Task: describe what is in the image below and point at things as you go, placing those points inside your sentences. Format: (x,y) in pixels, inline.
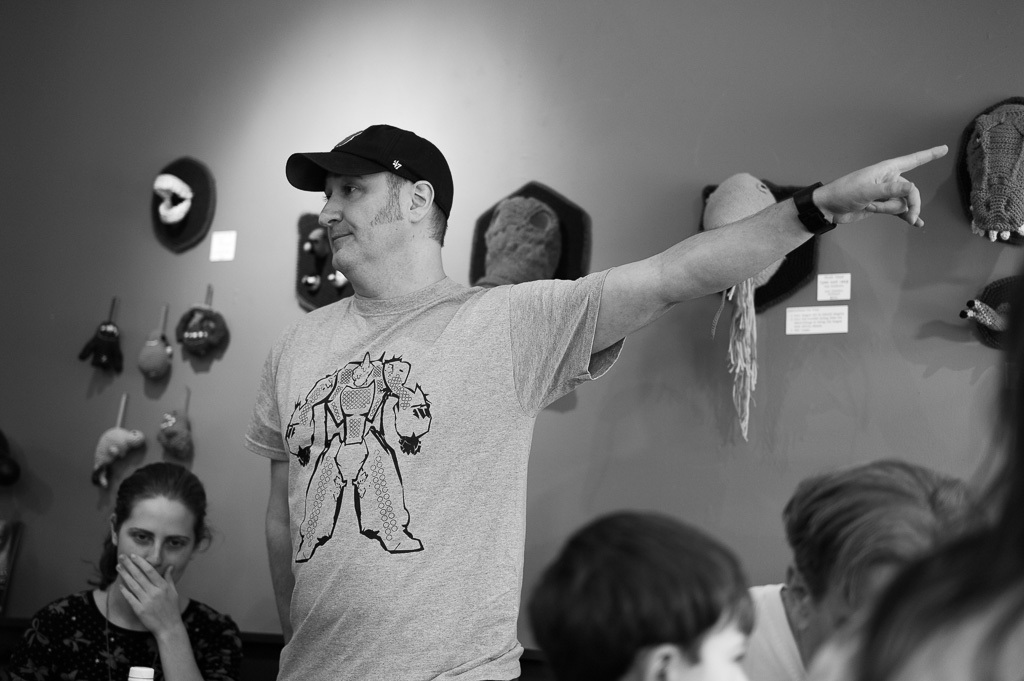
I can see this is a black and white picture. There are few people (486,378) and in the background (534,141) there is a wall (534,141). There are some objects (540,206) hanged and attached to the wall (563,186).
